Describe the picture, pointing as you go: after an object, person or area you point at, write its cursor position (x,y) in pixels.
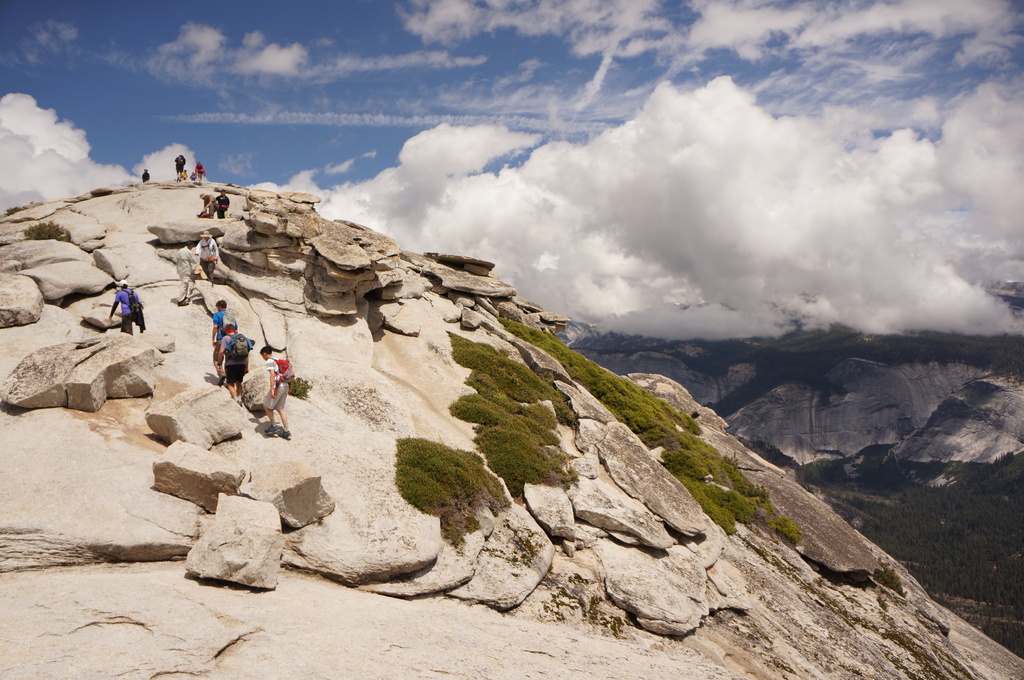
In this picture of a mountain (372,441). In this image there are group of people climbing the mountain (279,481) and there are plants (475,356). At the back (1017,551) there are mountains (902,461) and trees (1009,562). At the top (355,117) there is sky (355,117) and there are clouds (669,221).
